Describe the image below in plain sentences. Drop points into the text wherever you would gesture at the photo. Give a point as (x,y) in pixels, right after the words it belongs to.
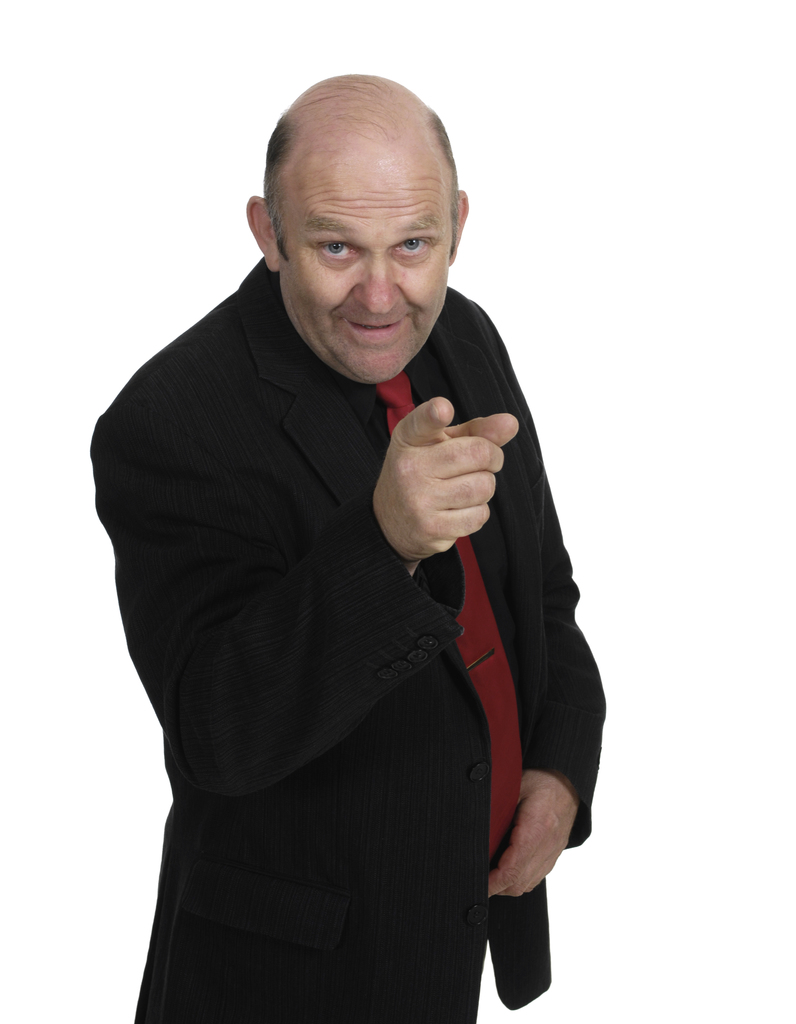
In this picture we can observe a man (343,437) wearing black color coat (335,597). He is smiling. The background (81,868) is in white color.
